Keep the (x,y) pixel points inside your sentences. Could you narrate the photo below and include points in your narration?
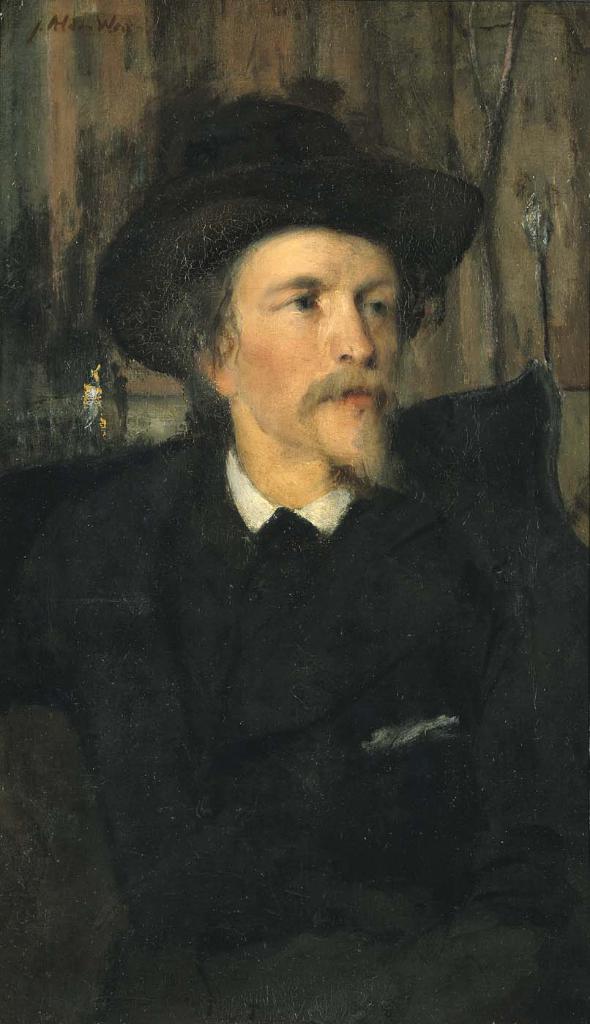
This is a zoomed in picture and in this picture we can see a painting (402,607) of a man (180,301) sitting on a couch (489,421). In the background (63,90) there is an object (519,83) and we can see the text (60,28) on the image.
